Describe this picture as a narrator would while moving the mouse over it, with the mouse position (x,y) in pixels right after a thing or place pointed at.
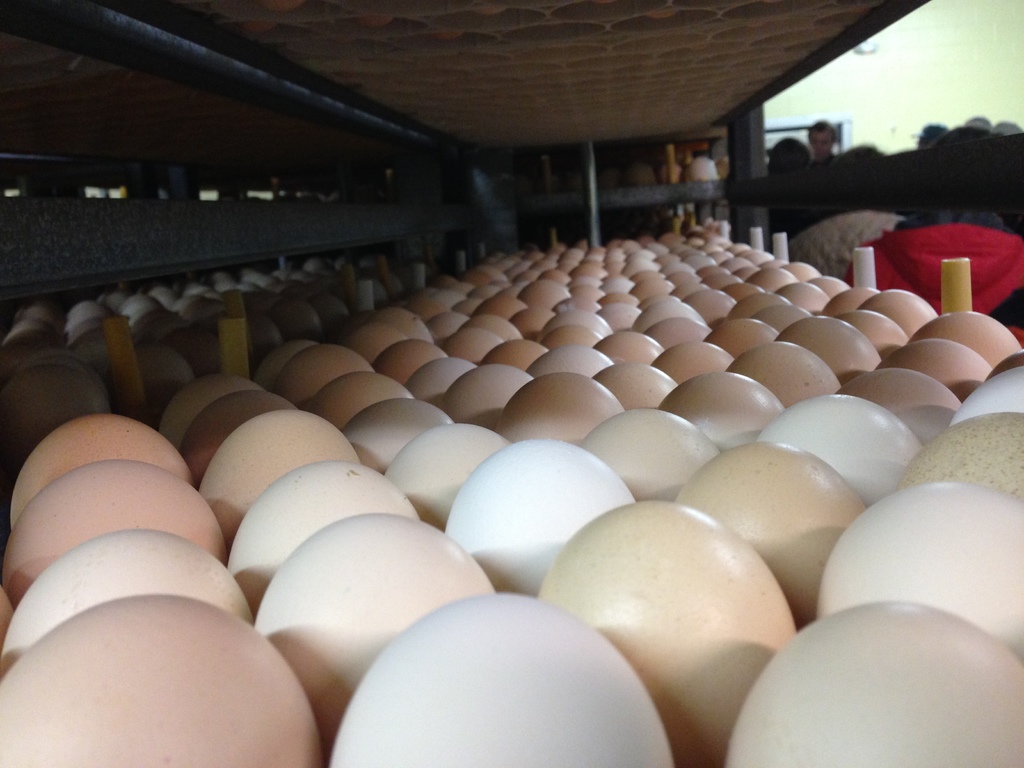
In this picture I can see many brown and white colour eggs (439,393) which are kept on the racks (402,53). On the right (927,268) I can see many people (973,259) who are standing near to it. In the top right corner (831,76) I can see a wall (846,60).
